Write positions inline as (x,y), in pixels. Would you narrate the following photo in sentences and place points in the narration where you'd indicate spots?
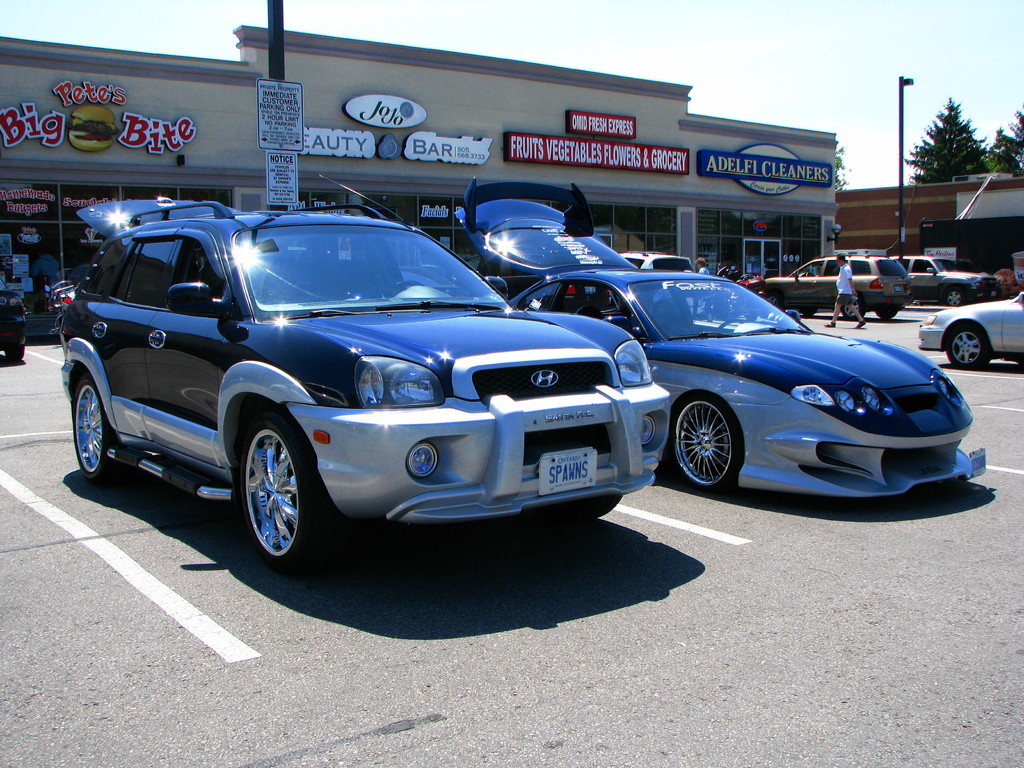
In this image we can see some cars (473,382) placed in a parking lot (873,331). On the backside (932,145) we can see a building (176,189) with windows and name boards (581,148), a pole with some boards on it, trees (962,128), some people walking on the parking lot (856,320) and the sky (681,23) which looks clear.
